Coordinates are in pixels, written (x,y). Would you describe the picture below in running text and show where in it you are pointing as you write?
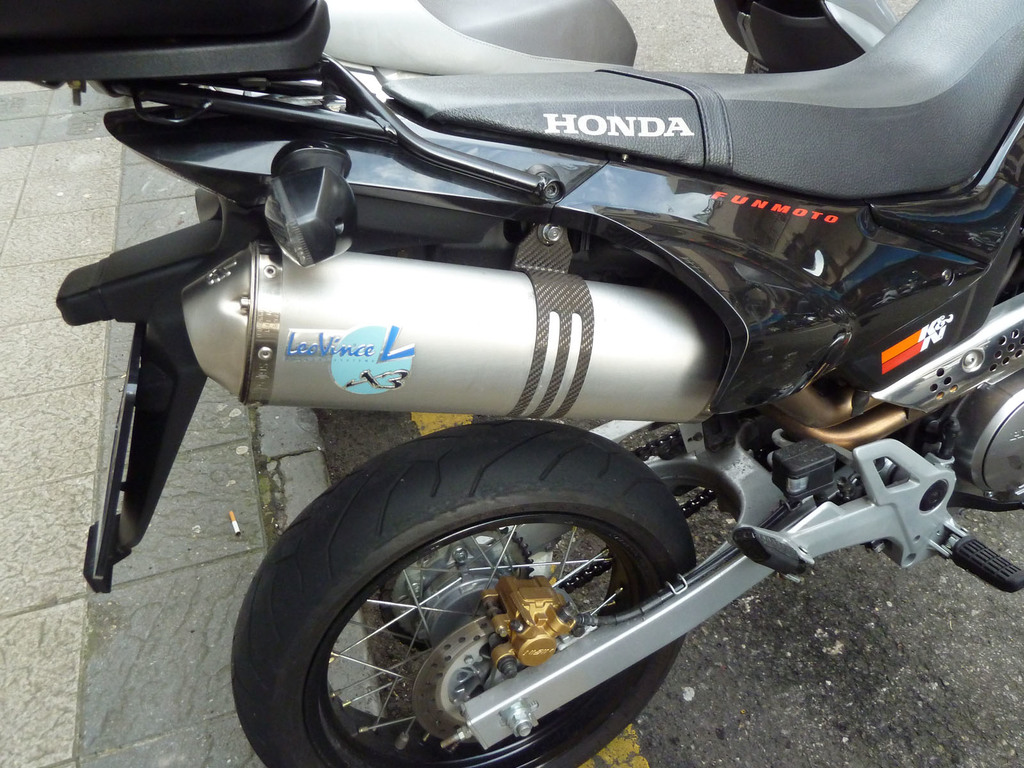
In this image we can see a motorcycle (679,396) on the road (921,623), there is a cigarette butt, and a footpath (188,542).
